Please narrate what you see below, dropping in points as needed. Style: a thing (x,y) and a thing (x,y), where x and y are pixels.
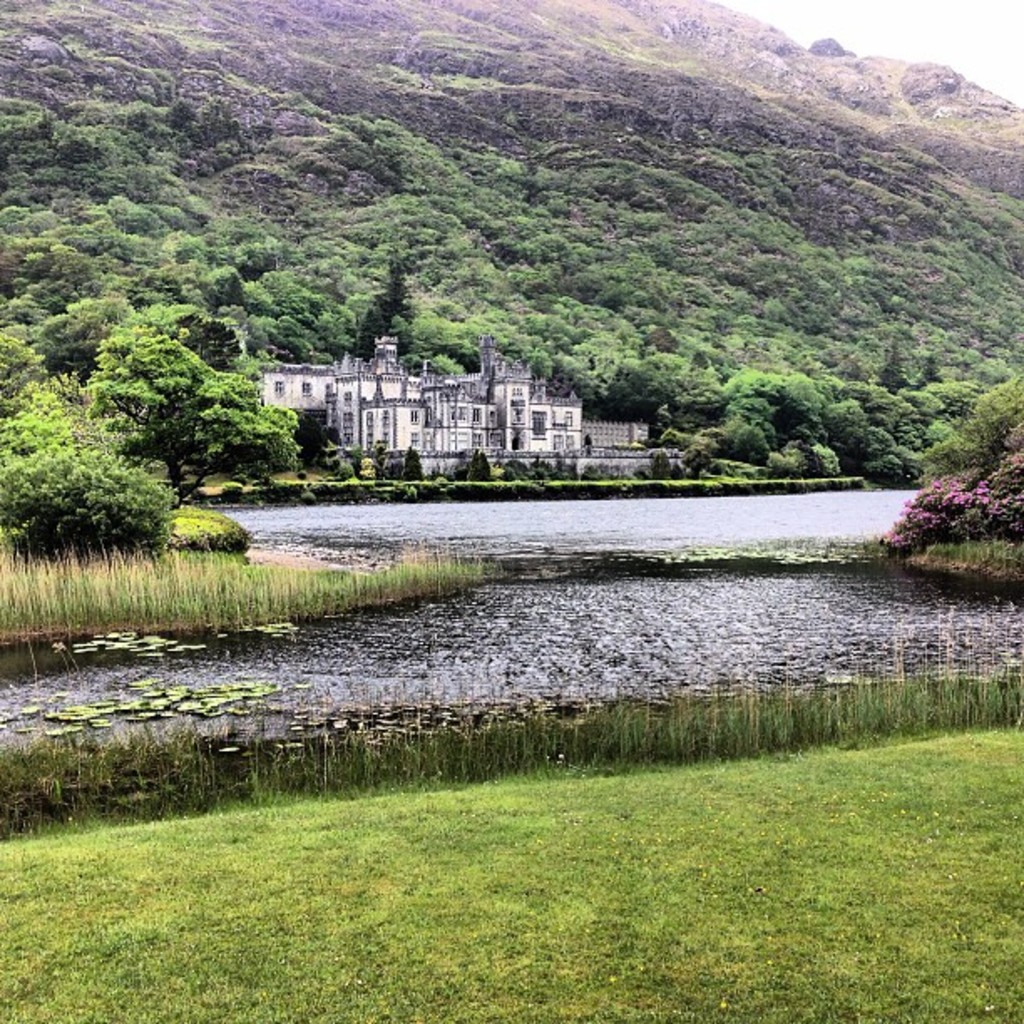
Here in this picture, in the middle (394,464) we can see a mansion (352,419) present on the ground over there and in front of it we can see water (724,507) present all over there and we can see plants (241,240) and trees (240,228) covered all over there and we can see some part of ground (40,930) is covered with grass (36,913) over there and behind it we can see hills (558,70) present over there.
